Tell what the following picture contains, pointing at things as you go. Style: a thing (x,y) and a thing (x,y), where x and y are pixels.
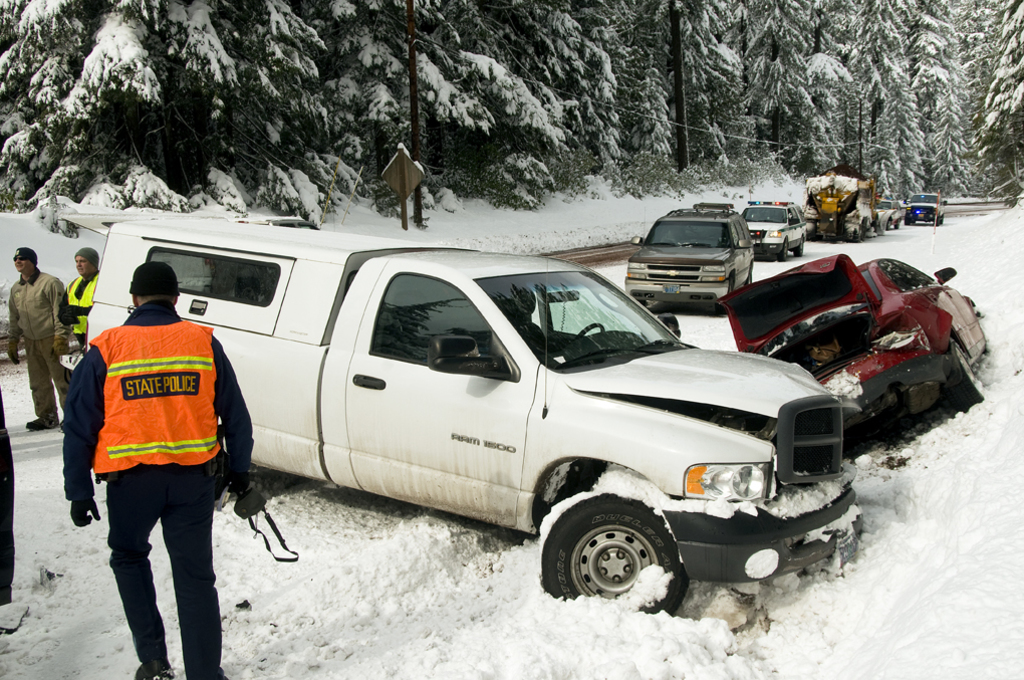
In the middle (509,282) it is a vehicle (517,425) which is in white color. In the left side (182,626) a policeman (202,553) is walking, he wore an orange color coat (187,395). These are the trees (438,125), there is a snow (609,140) on it.
